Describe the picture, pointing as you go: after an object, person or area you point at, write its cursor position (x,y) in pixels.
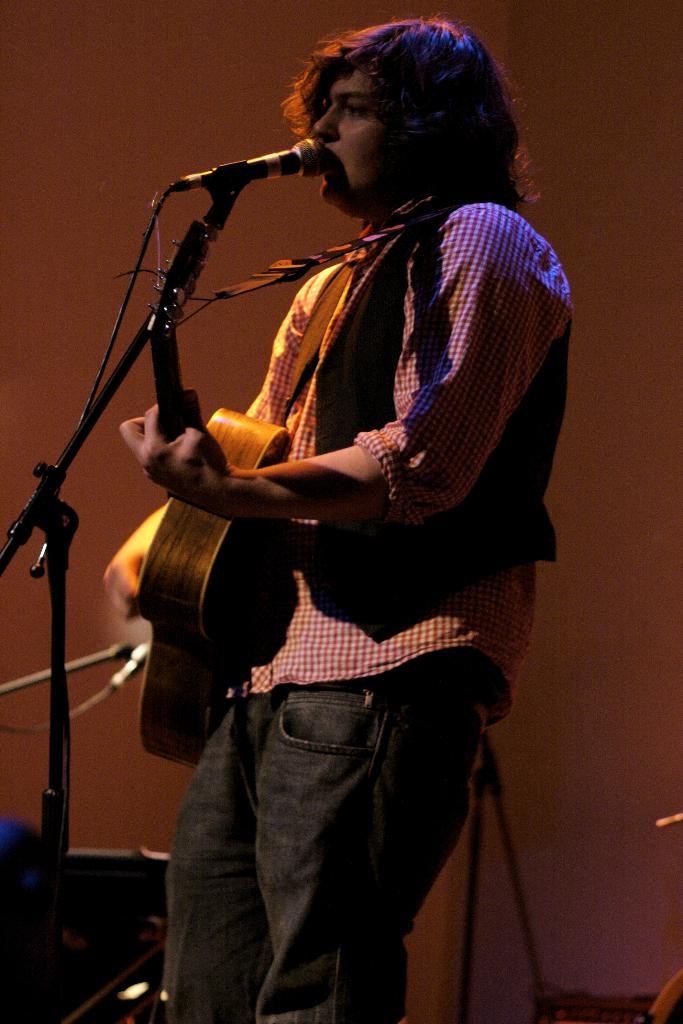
A man (490,659) is standing and holding a guitar (196,417) and singing through microphone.
